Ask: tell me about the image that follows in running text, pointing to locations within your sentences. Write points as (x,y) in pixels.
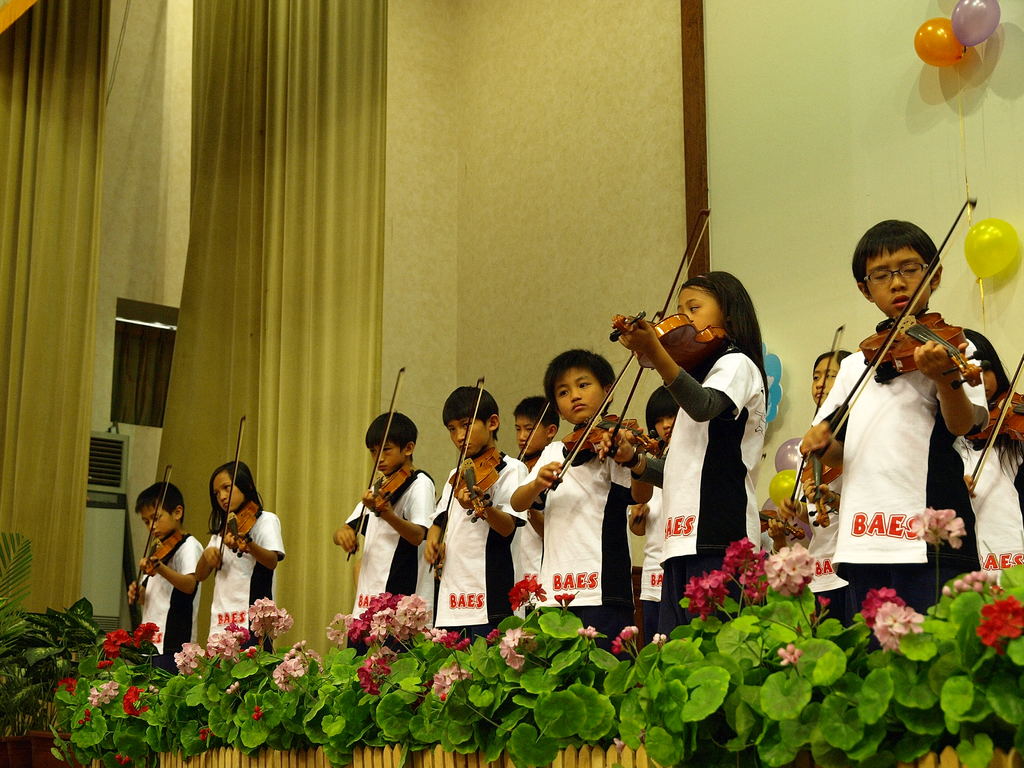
In this picture, there are group of people (564,475) who are playing violin (902,365). There is a cloth (276,296). There is a balloon (958,39) the wall (888,14) and the stage (410,704) is arranged with some beautiful flowers (605,716).
